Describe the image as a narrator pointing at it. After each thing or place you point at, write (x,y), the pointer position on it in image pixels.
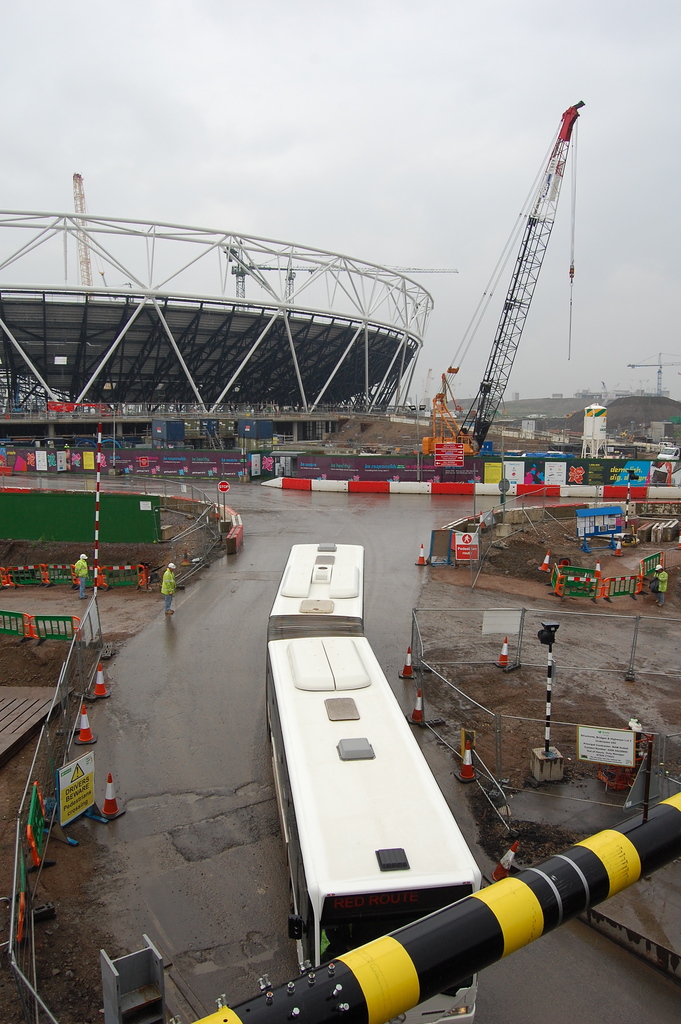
In this image I can see the road (224,698). On the road (200,723) I can see the vehicles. To the side of the road (104,740) I can see the traffic cones (108,789), poles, railing (49,746), boards (79,805) and few people (165,587) standing. In the background (438,383) I can see the buildings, few more boards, crane (443,376) and the sky (642,382).
